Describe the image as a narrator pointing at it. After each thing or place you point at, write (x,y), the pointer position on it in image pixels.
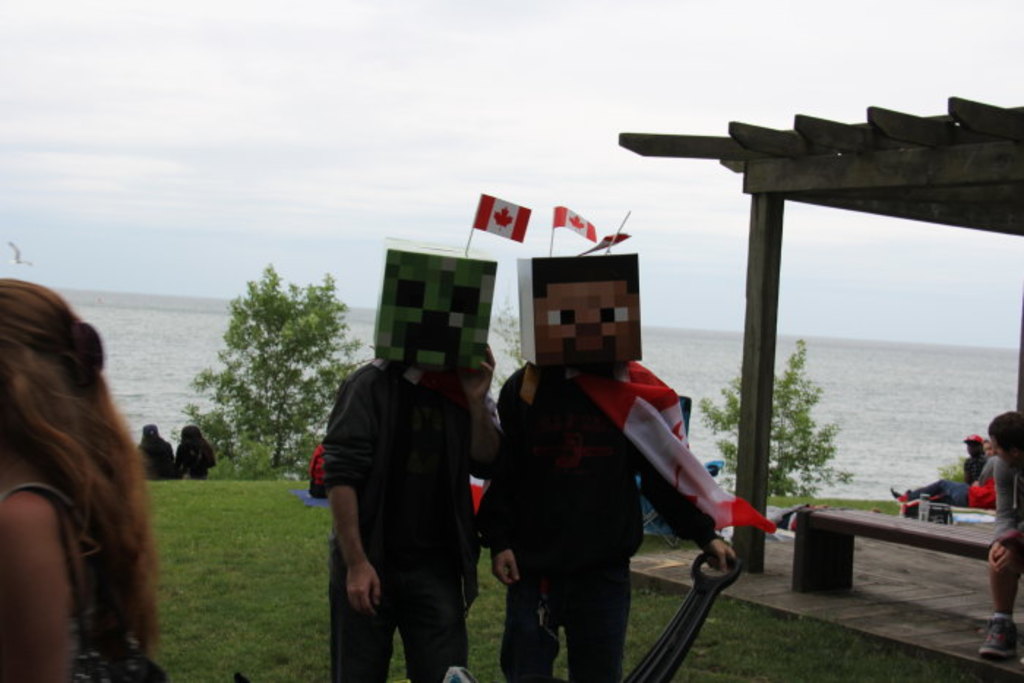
In this image I can see there are people (625,479) standing and covering their faces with box (575,301). And there is a flag (494,213) on the box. And few persons (951,485) are sitting. And beside them there is a bench (888,525) and a shed (756,428). At the back (793,351) there is a grass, Water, Trees (331,345) and a sky (539,248).
